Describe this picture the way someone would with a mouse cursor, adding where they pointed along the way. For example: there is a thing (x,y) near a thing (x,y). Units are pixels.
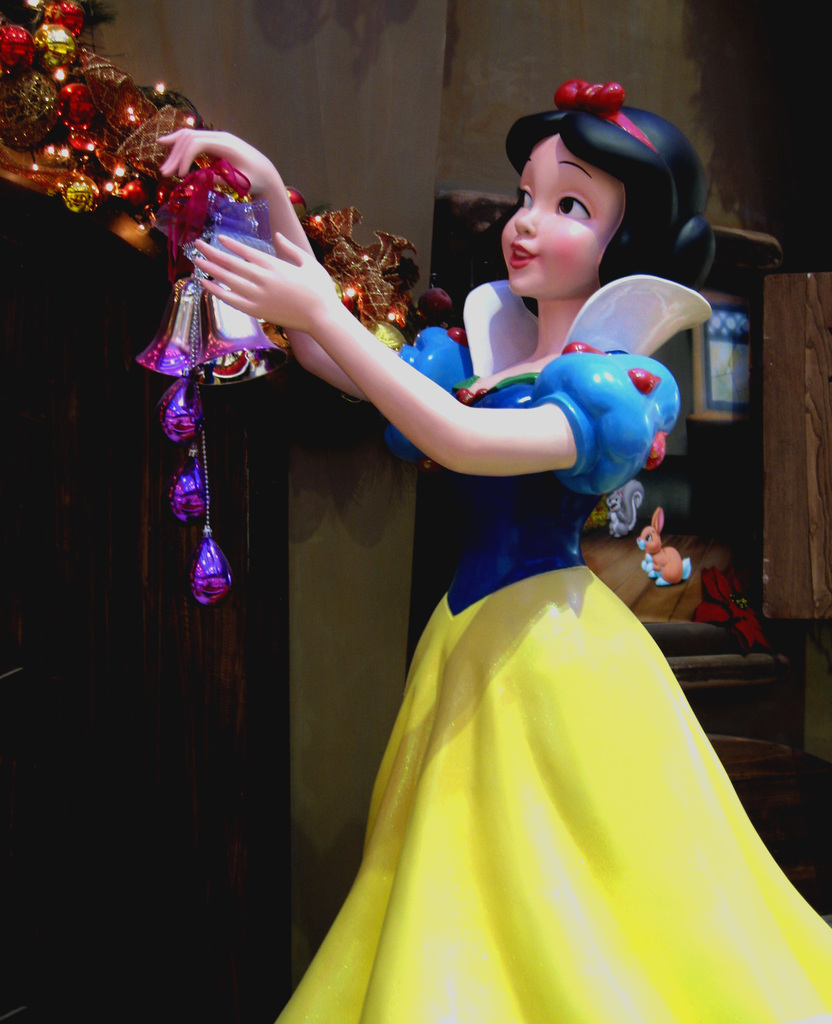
In this image there is a statue (579,533) holding bells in her hands (291,291), in the background (281,16) there is a wall (281,16).
